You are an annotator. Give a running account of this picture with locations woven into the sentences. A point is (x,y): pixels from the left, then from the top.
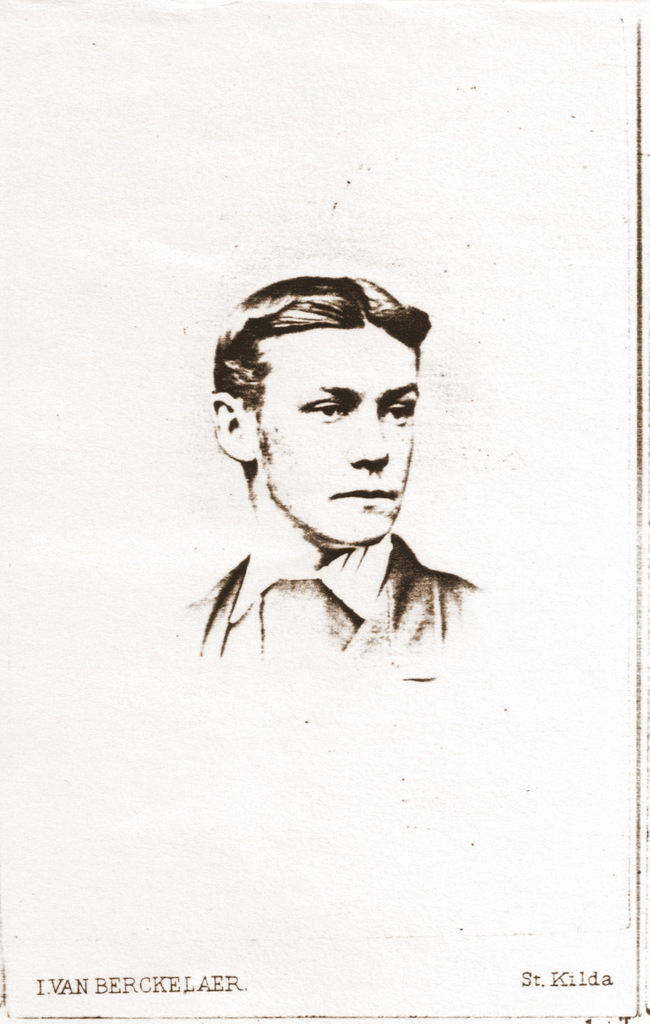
In this picture we can see a poster (469,607), in the poster (454,664) we can find a man (296,456) and some text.
